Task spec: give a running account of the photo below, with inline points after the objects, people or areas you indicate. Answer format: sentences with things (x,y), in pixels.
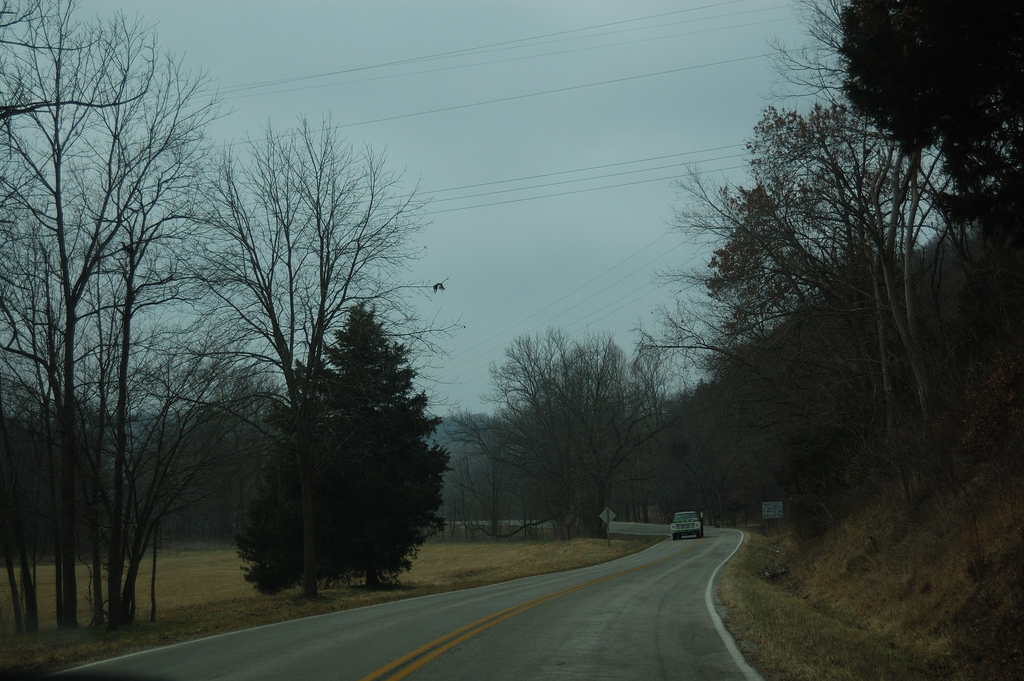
In the image there is a road (707,558) and there is a vehicle (697,526) on the road (476,604), around the vehicle (688,517) there are plenty of trees (764,300).
